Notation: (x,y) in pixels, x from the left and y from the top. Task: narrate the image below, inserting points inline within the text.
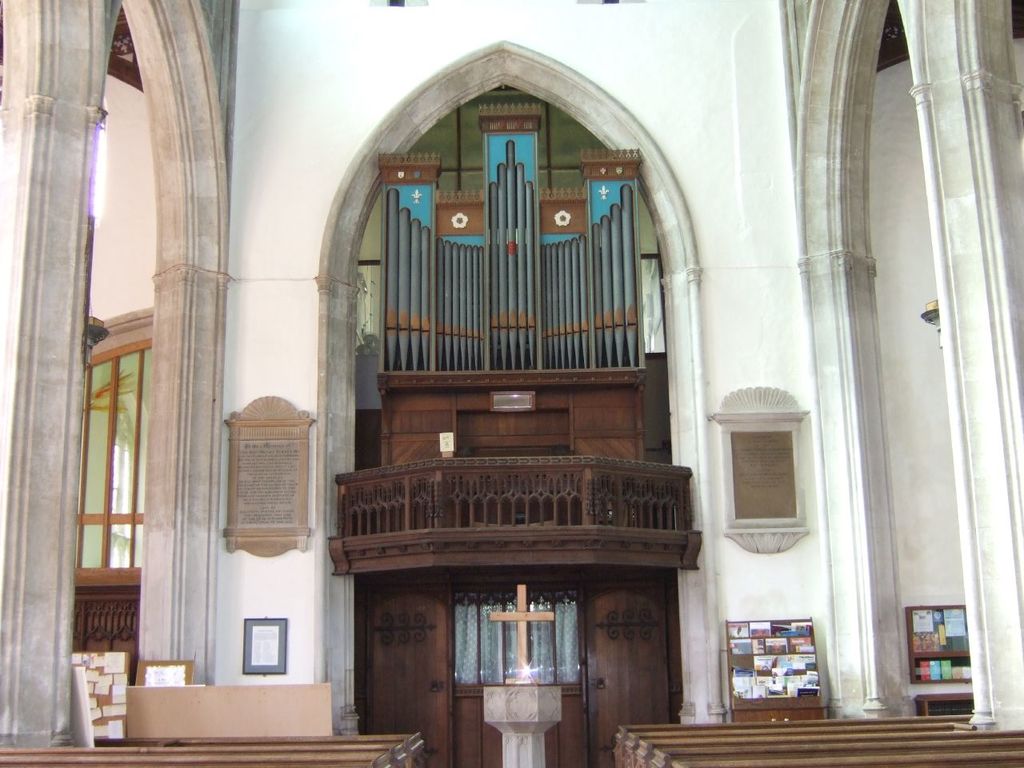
In this image we can see an inside view of the church (500,435), there are wooden objects (761,745) towards the bottom of the image (403,747), there are pillars (978,195), there is a window (112,416), there are boards (793,673), there are objects (758,663) on the boards (738,662), there is a wooden wall (516,571), there is a cloth (473,661).
